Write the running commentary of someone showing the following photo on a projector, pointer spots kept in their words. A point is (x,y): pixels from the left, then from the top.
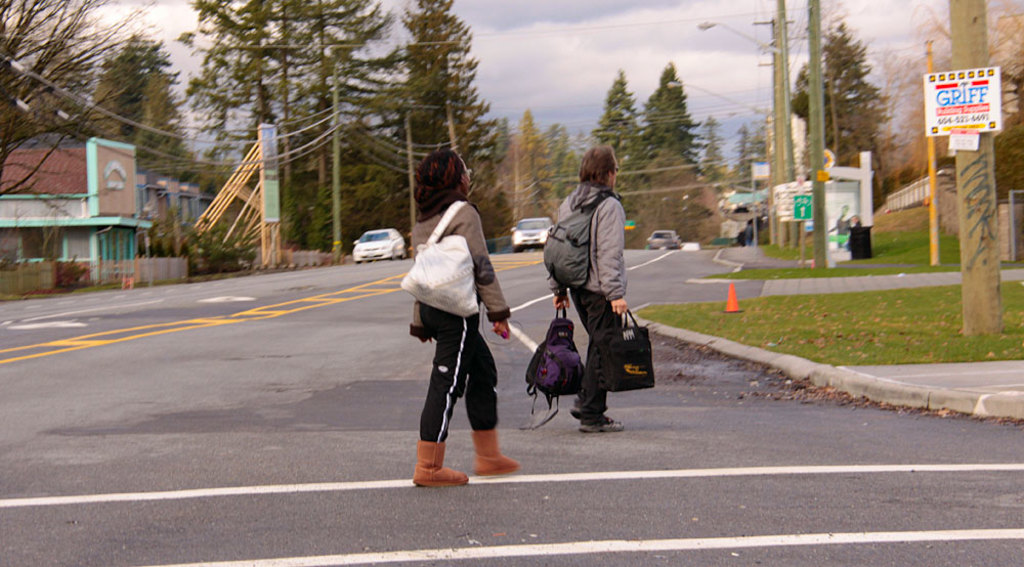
This is an outside view. In the middle of the image (446,294) there are two persons (447,412) wearing bags (580,261) and walking on the road (322,482). On the right side (827,318), I can see the grass (838,313) on the ground (766,322). On both sides of the road (391,341) there are many poles (817,113) along with the wires (702,163). On the left side (130,221) there is a building (75,212). In the background (361,119) there are many trees (564,153) and also I can see few cars (383,238) on the road (335,315). At the top of the image (588,22) I can see the sky (552,39).
